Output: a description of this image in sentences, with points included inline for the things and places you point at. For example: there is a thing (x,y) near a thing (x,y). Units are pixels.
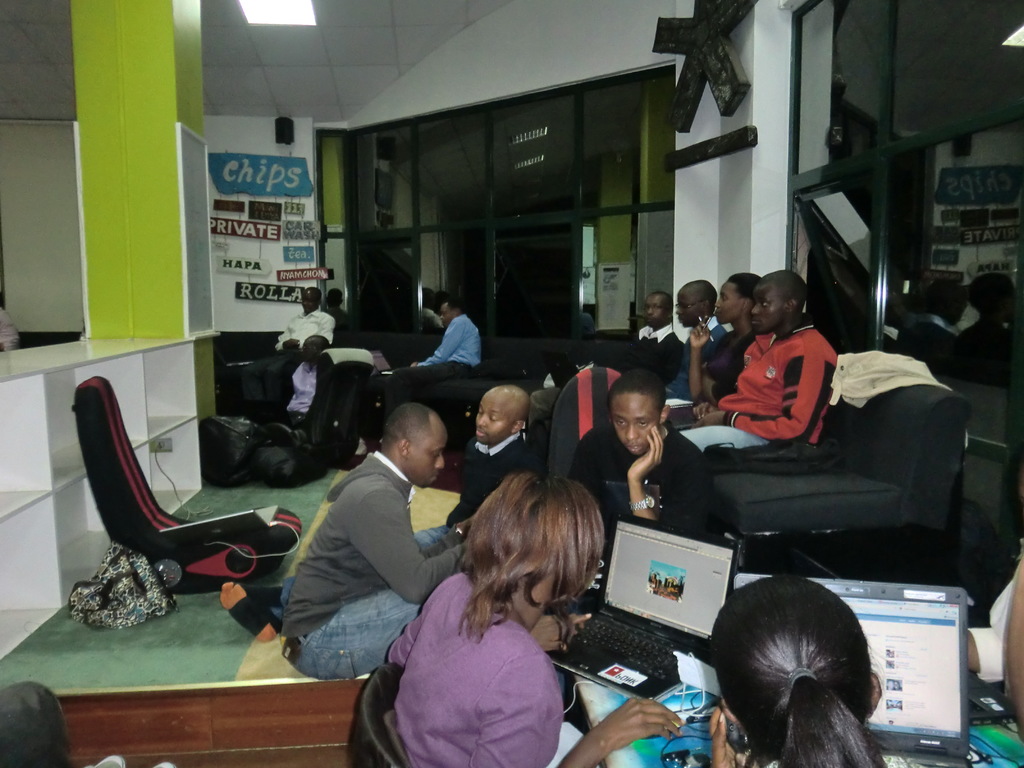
In this image we can see some group of persons (678,437) sitting on couch (781,485), some are sitting on chairs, in the foreground of the image (693,698) there are some laptops (699,642) and some other items (690,677) on table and in the background of the image (277,252) there is glass door (400,179) and a wall (237,196) to which there are some boards (266,167) attached.
